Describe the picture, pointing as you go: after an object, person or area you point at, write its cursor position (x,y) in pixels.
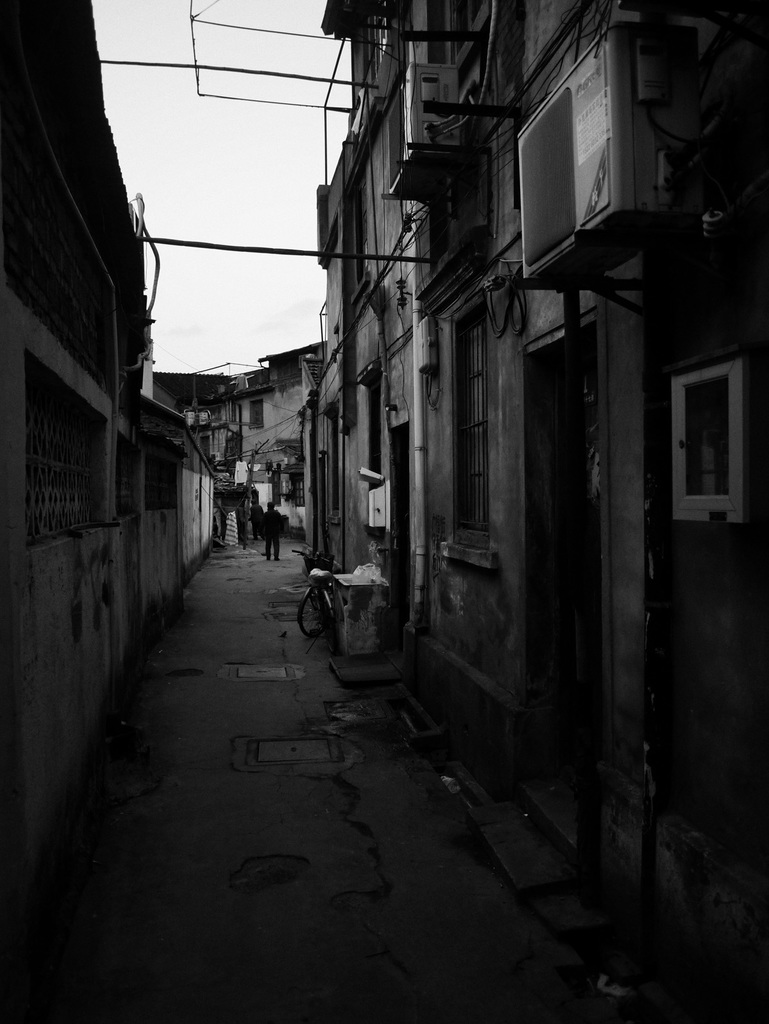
This is a black and white image in this image we could see some buildings (394,367), air conditioners (684,155), pipes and some vehicles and some people (253,506) are walking. At the bottom (211,777) there is a walkway (359,726), and at the top (193,164) there are some poles (194,59) and sky (227,329).
